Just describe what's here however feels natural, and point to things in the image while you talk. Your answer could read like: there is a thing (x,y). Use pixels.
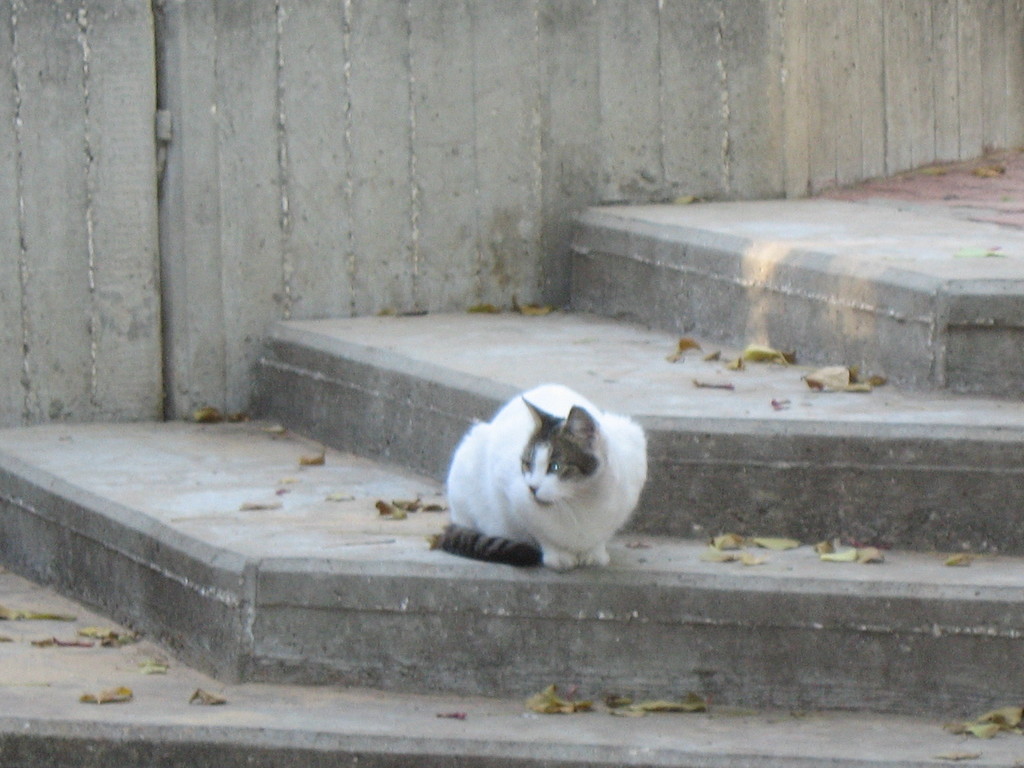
In this image I can see a white cat (547,452) on the stairs (311,610). There are dry leaves (822,371) and a wall (500,77) at the back (651,112).
